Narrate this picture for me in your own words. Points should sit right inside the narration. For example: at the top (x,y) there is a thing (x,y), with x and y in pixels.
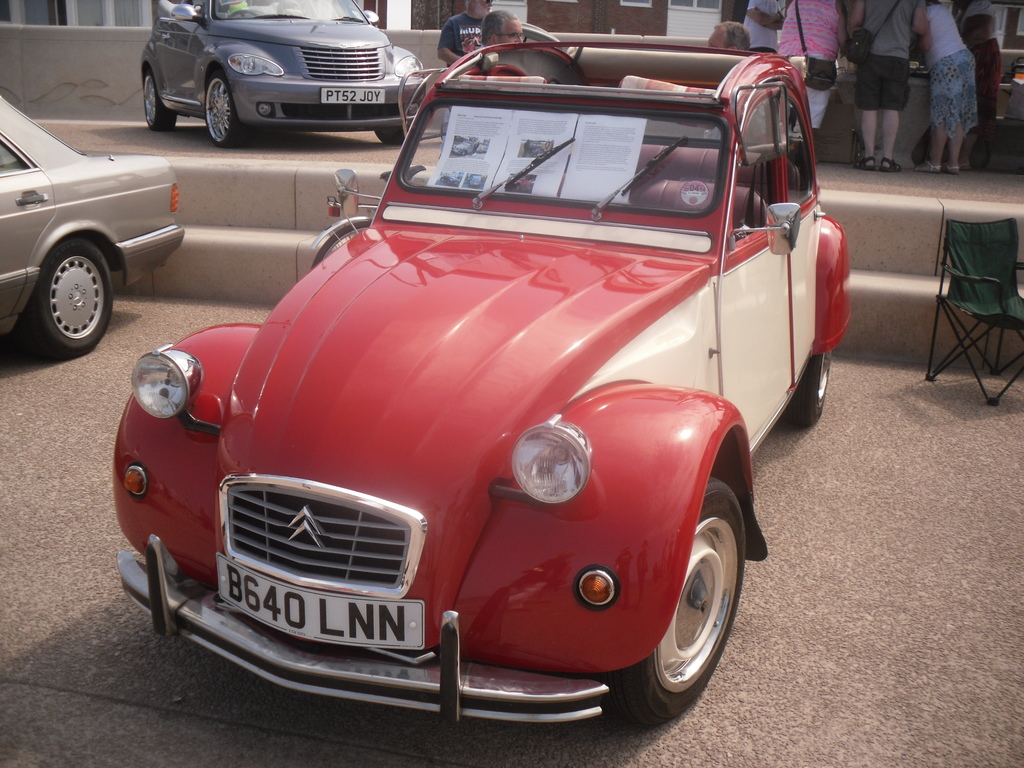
In the image there are three cars (227,118), behind the first car (719,73) there are few people (825,44) standing and on the right side (958,284) there is an empty chair (965,262) kept on the ground (833,400).
